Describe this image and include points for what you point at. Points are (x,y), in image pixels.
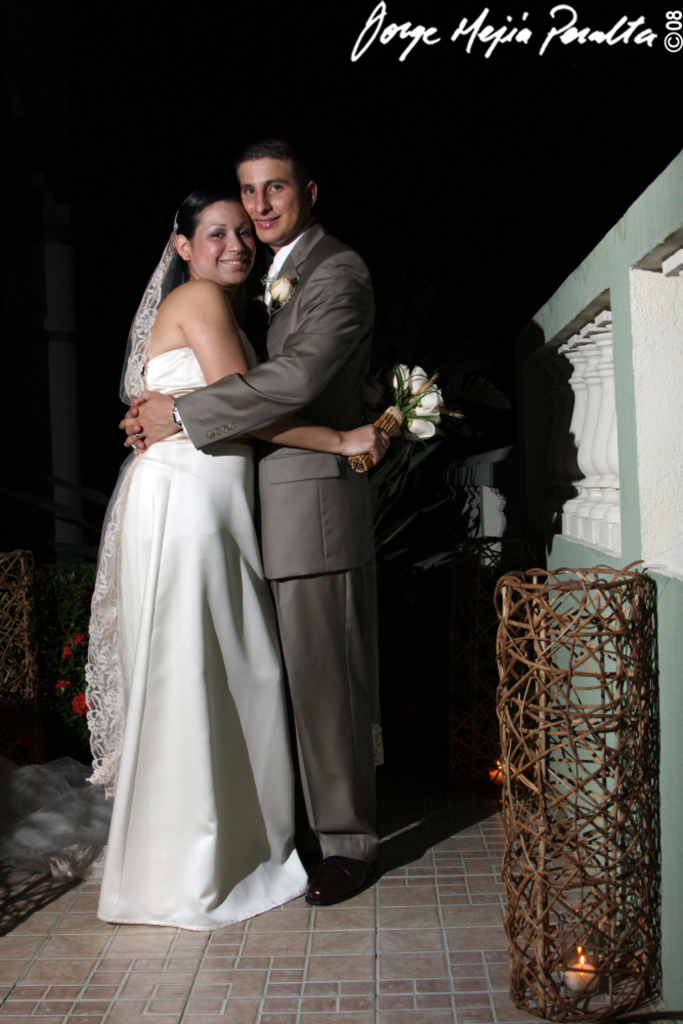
In this I can see a man (143,397) and a woman (174,665) hugging each other and woman (227,566) holding flowers (441,404) in her hand (384,435) and I can see plants (74,649) and wall (668,667) on the right side (665,643) and I can see a basket (610,986) with a light (587,977) in it and I can see text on the top right corner of the picture (469,9) and I can see a dark color background (353,162).
